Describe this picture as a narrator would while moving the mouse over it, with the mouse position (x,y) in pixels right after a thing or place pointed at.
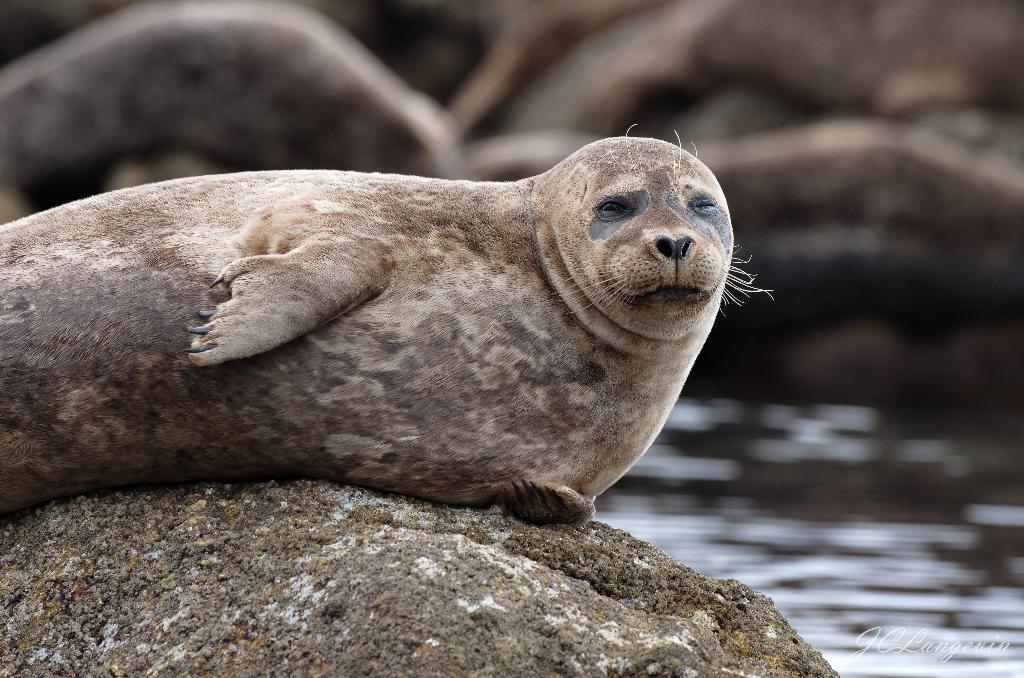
In this picture there are seals (160,42). In the foreground (365,227) there is a seal (415,300) on the rock (459,580). At the bottom (885,562) there is water (791,503). At the bottom right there is text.
